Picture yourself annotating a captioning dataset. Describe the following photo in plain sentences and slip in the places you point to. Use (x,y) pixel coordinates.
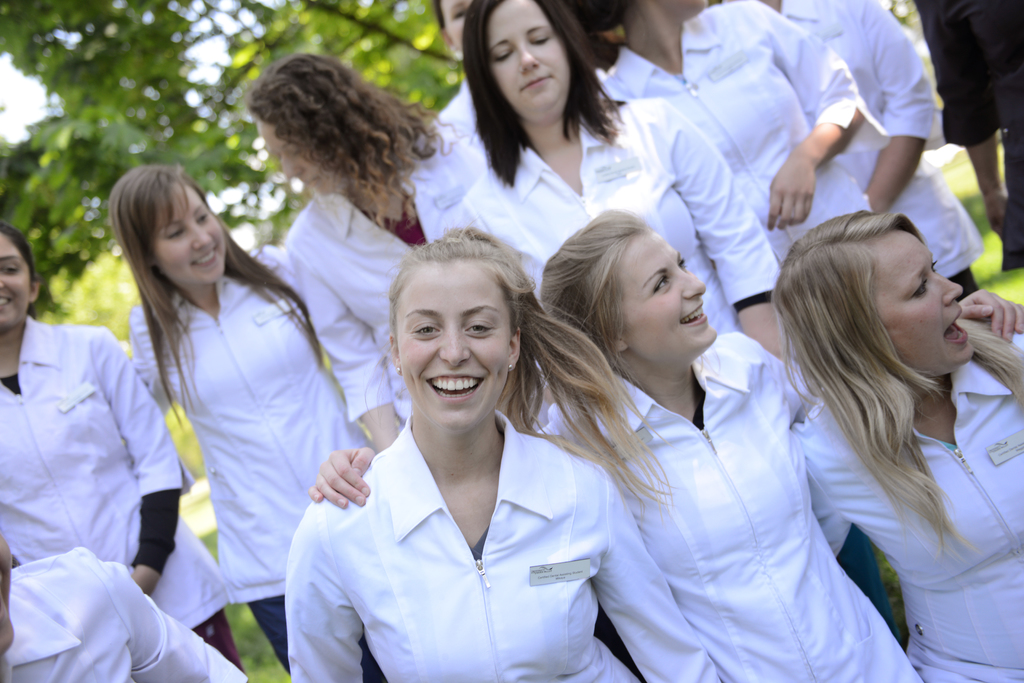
In this picture there are women (588,457), they are wearing white jackets (488,222). In the background (191,110) there are trees (213,133).
